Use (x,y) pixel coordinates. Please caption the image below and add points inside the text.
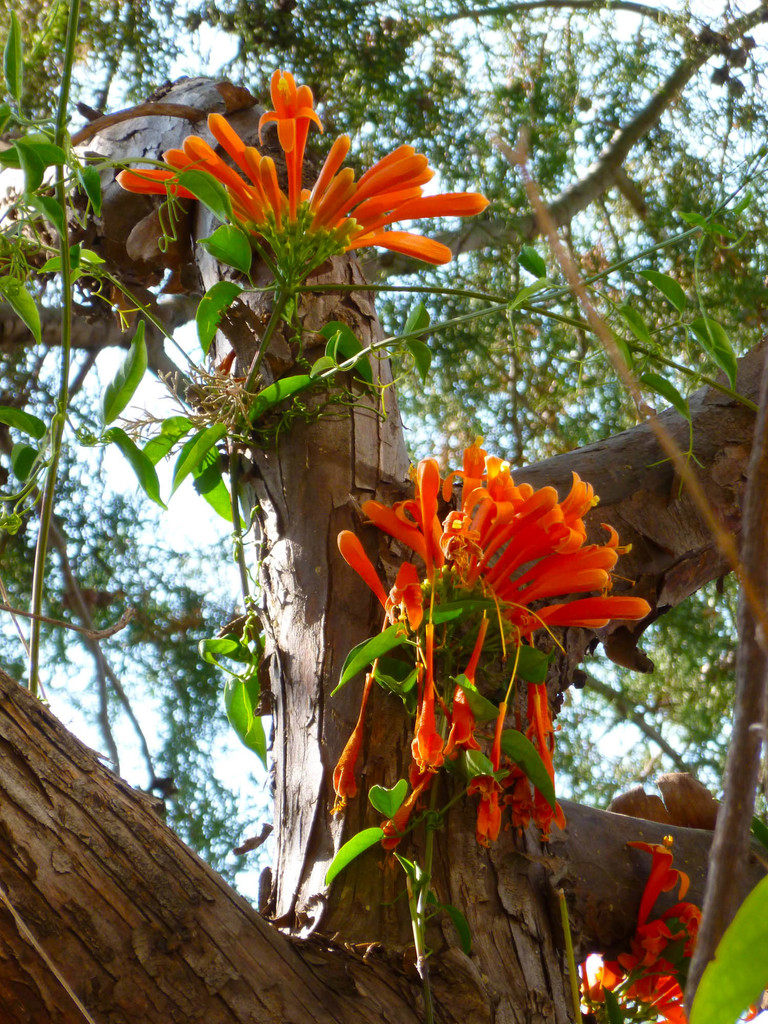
In this image I can see flowers (340,782) and a tree (367,792). In the background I can see the sky (424,46). This image is taken during a day.
